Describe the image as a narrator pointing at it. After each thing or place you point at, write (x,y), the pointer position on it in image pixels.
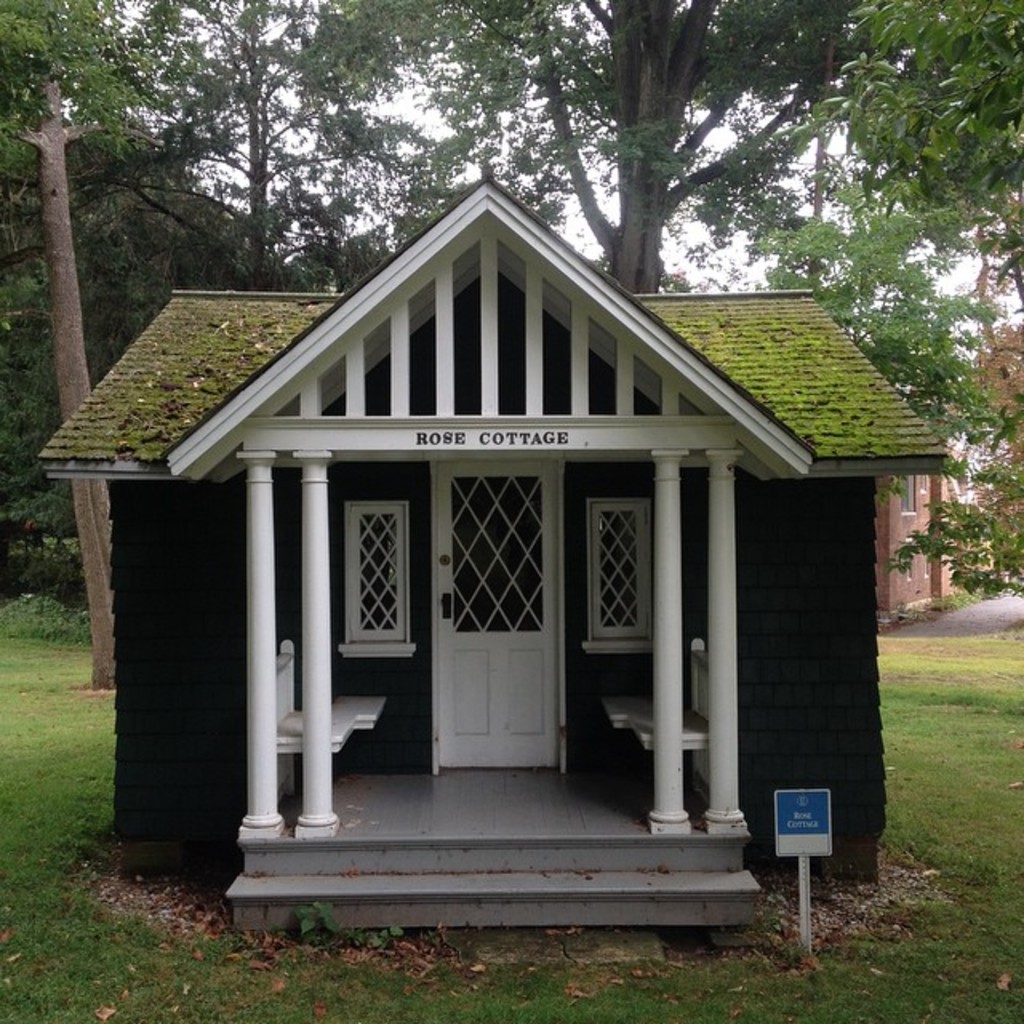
In the center of the image (483,489) we can see a cottage (616,645). in the background (348,187) there are trees (374,84) and sky (426,125). At the bottom (334,951) there is grass (772,982) and a board (810,833).
